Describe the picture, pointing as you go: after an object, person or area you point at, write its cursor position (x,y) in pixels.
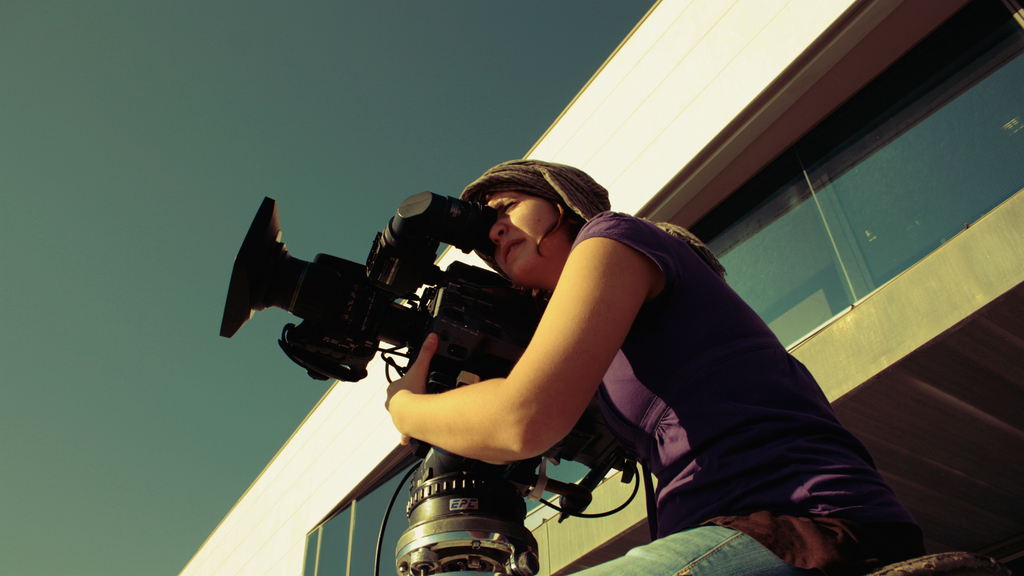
A lady (659,343) with violet t-shirt (692,348) is sitting. And she is holding a video camera (412,321) in her hand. Behind her there is a building (801,165) and a window glass (830,199).
